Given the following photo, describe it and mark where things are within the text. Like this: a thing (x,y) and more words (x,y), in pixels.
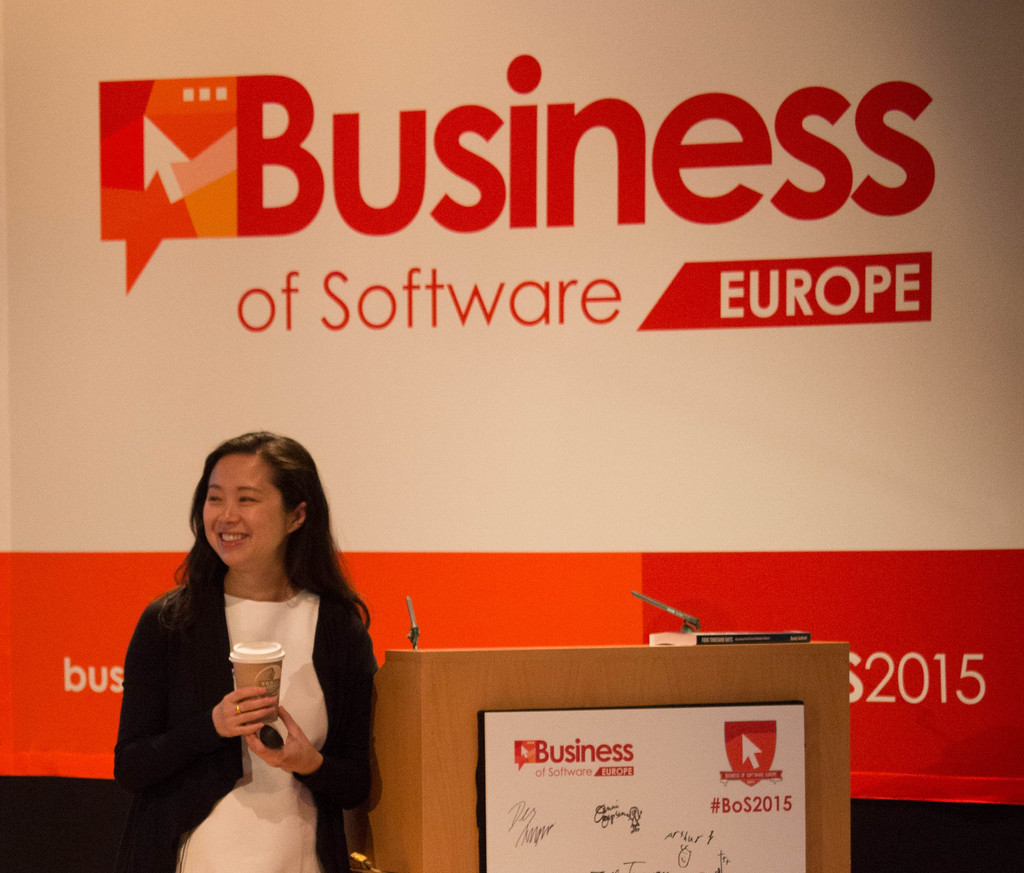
In this image we can see there is a girl (235,816) standing and holding an object (257,663), beside her there is a table (626,664). On the table (699,648) there is a book (709,637). In the background (617,255) there is a banner (785,575) with some text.
